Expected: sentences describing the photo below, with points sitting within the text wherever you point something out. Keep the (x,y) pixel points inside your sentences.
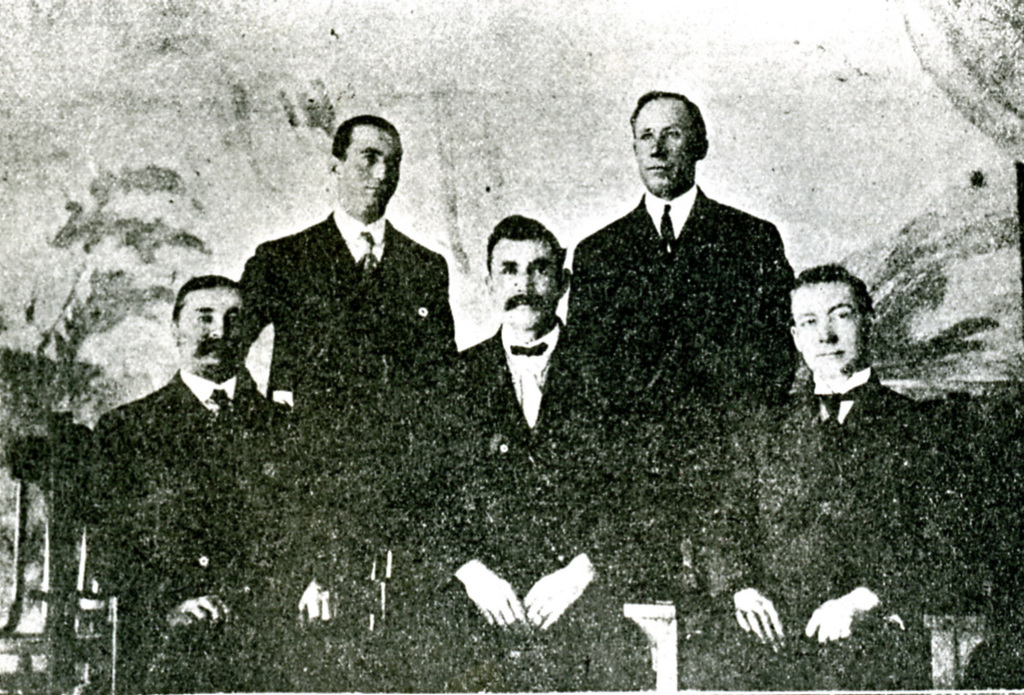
This image looks like an edited photo in which I can see three persons (529,531) are sitting on the chairs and two persons (723,460) are standing. The background is not clear.
